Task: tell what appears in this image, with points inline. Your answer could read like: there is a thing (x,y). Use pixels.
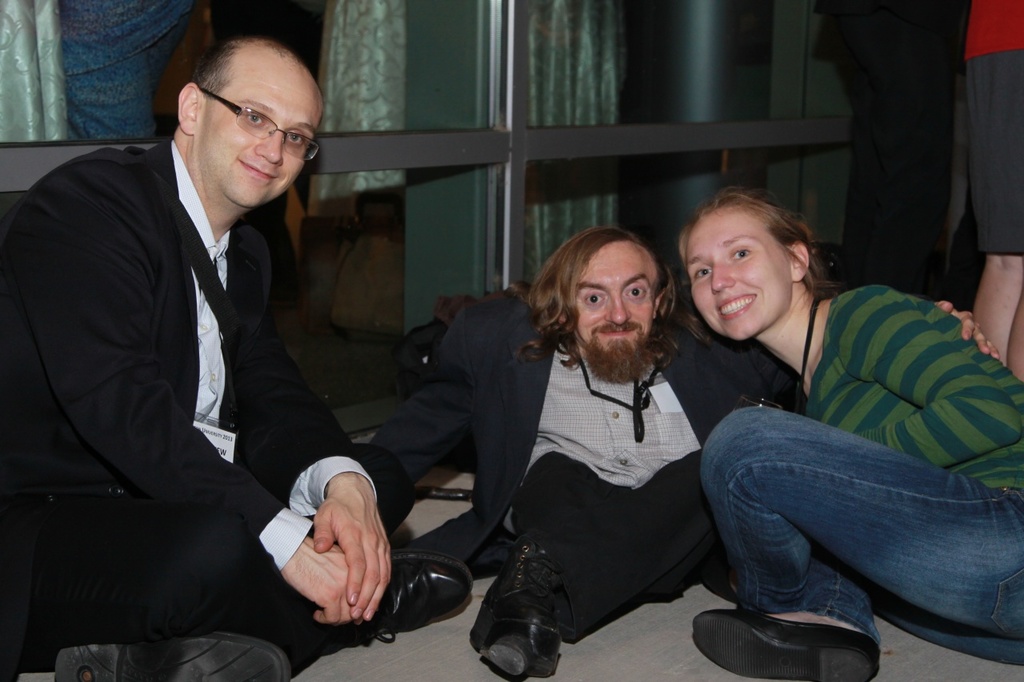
In this image, we can see people (572,390) smiling and lying and the other person (197,398) is sitting and wearing glasses (268,127) and they are wearing id cards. In the background (88,46), there are some other people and we can see glass doors (553,142). At the bottom (605,645), there is floor (612,644).
